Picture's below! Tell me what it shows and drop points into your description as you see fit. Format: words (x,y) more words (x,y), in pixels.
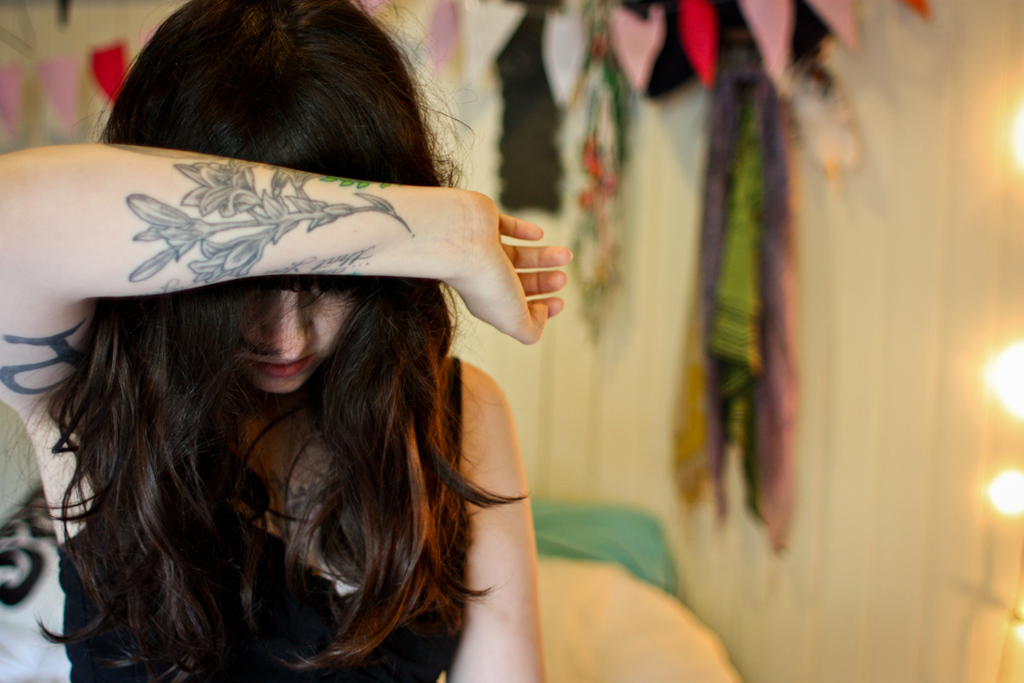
In this picture we can see a woman (290,457) here, at the bottom (602,647) there is a bed (607,635), in the background (907,313) we can see a wall (824,406), there are some lights (1011,366) and clothes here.
